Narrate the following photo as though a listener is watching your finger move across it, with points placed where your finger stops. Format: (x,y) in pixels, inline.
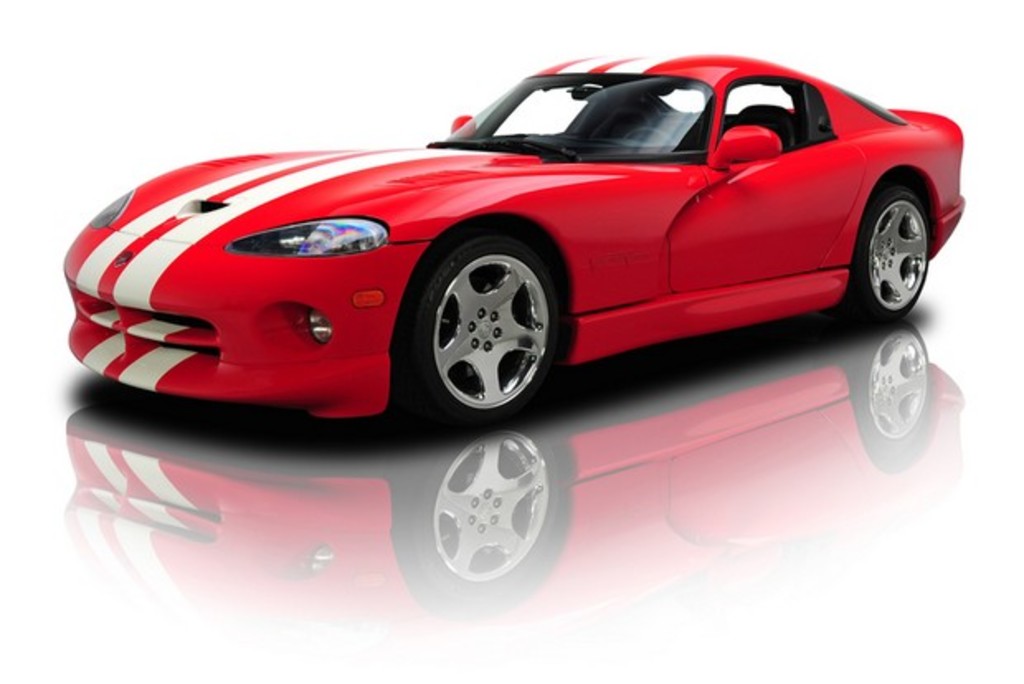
In this image I can see a car (343,255) which is red, white and black in color. I can see the white colored background (303,97).
